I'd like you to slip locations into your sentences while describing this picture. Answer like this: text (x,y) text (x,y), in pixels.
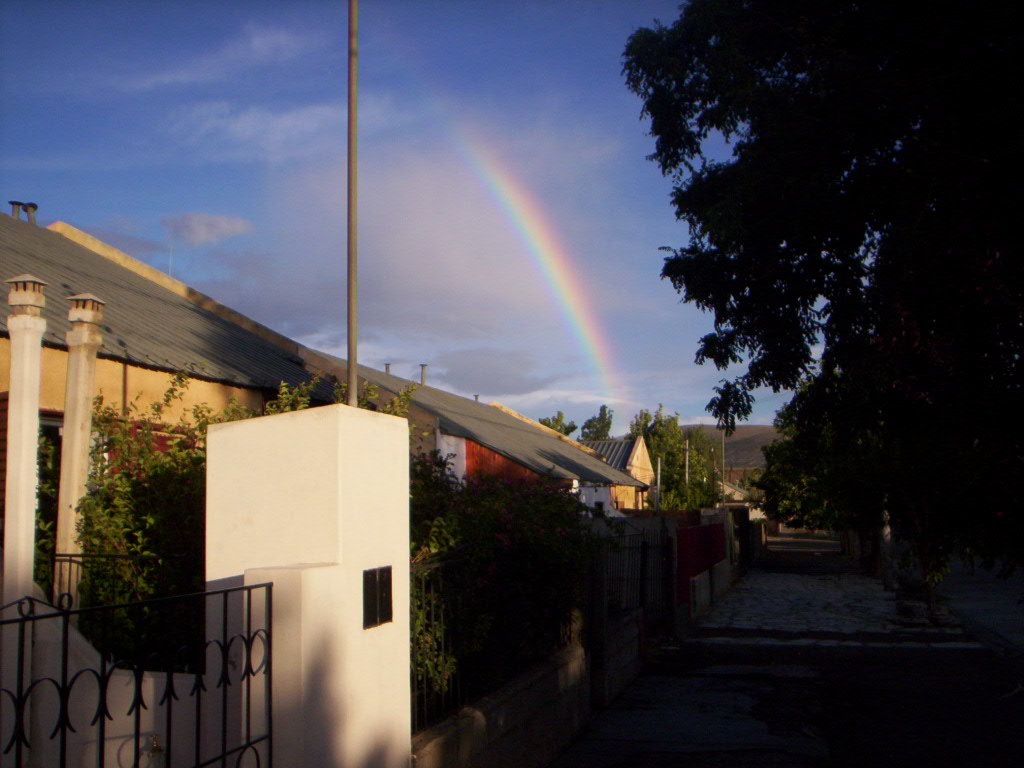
In this picture I can see houses (4,498), fence (222,671) and poles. On the right side (915,288) I can see trees (863,308). In the background (563,296) I can see the rainbow (551,288) and the sky (421,261).
